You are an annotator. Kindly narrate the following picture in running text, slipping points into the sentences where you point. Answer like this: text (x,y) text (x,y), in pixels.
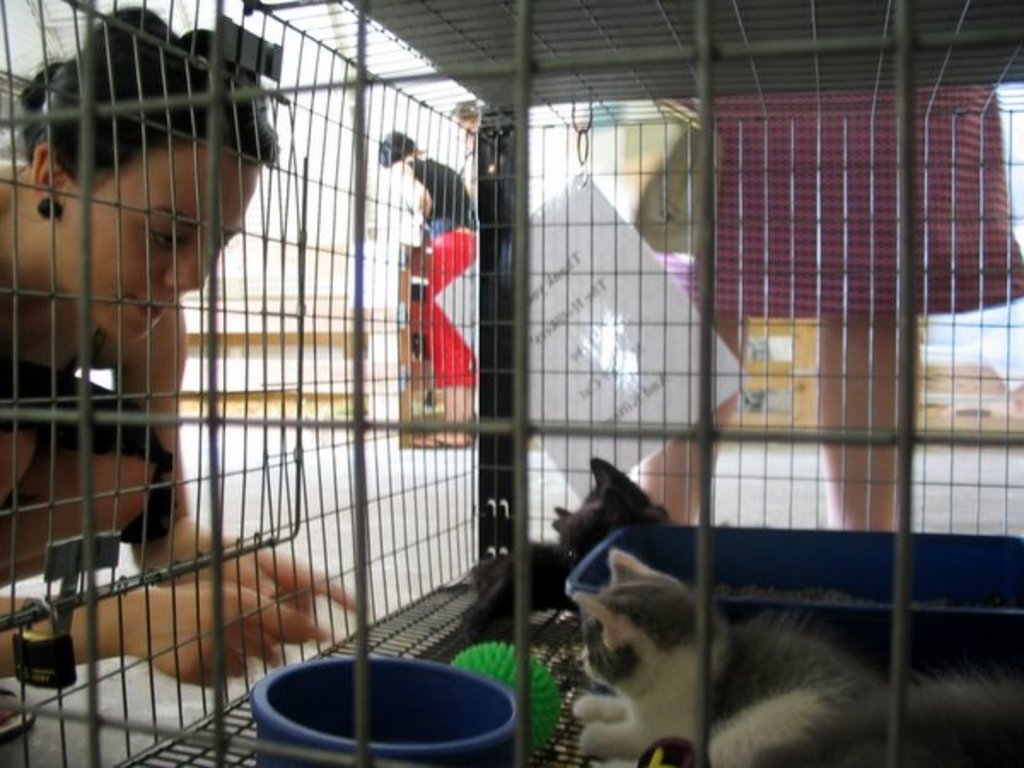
In the foreground of this image (694,625), there are kittens (632,669) in a cage (700,632) and also we can see a green ball (537,717), a bowl (440,712) and a tray (856,570). On the left (116,317) behind the mesh (79,410), there is a woman (64,310). In the background (578,292), there is a board (600,238), two people (437,234), few objects (933,365) and the floor (325,511).
